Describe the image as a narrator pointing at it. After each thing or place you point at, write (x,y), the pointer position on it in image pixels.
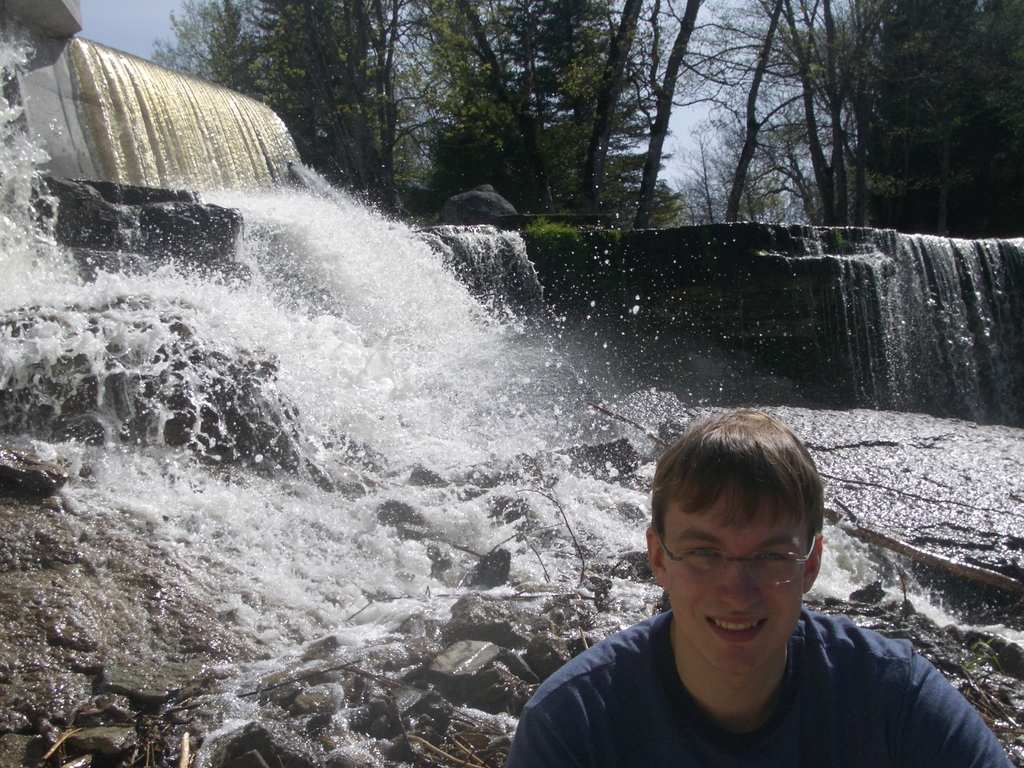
On the right corner (718,686) there is a person (746,659) wearing specs (709,555) is smiling. In the back (333,204) there is a waterfall (202,163) on the rocks (469,282). In the background (549,99) there are trees (488,94) and sky (727,100).
